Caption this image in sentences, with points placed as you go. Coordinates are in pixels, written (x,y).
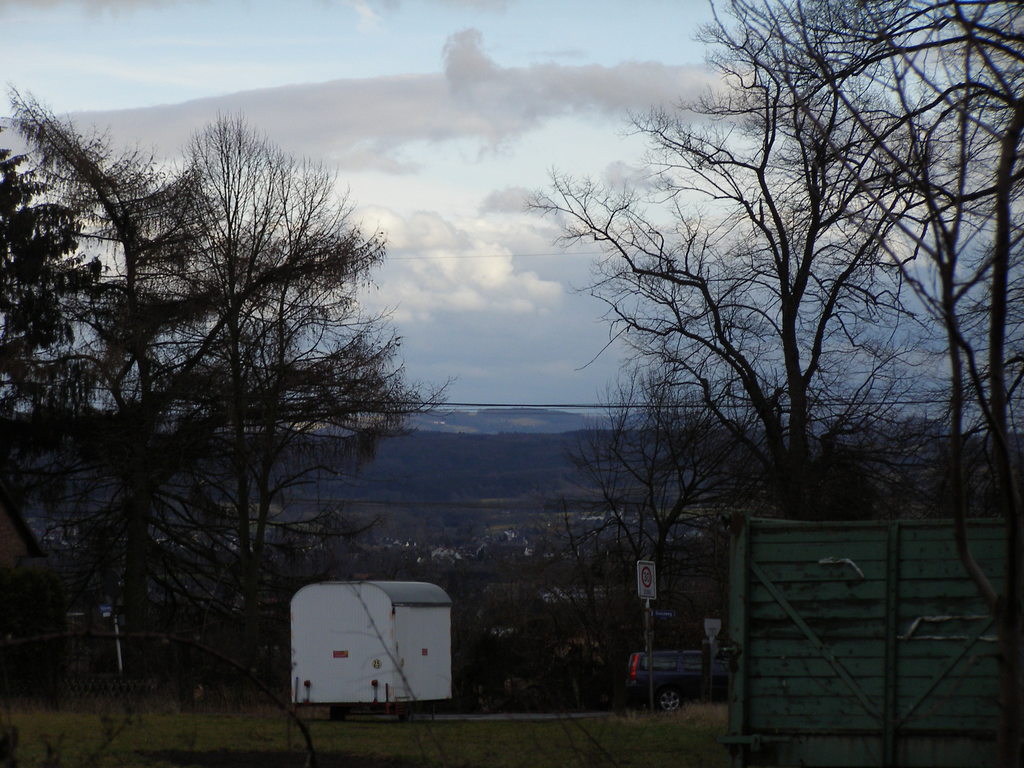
In this image on the left (173,444) and right side (776,439), I can see the trees (280,418). I can see a car (662,683). In the background (522,336), I can see the clouds (382,126) and the sky (219,64).
